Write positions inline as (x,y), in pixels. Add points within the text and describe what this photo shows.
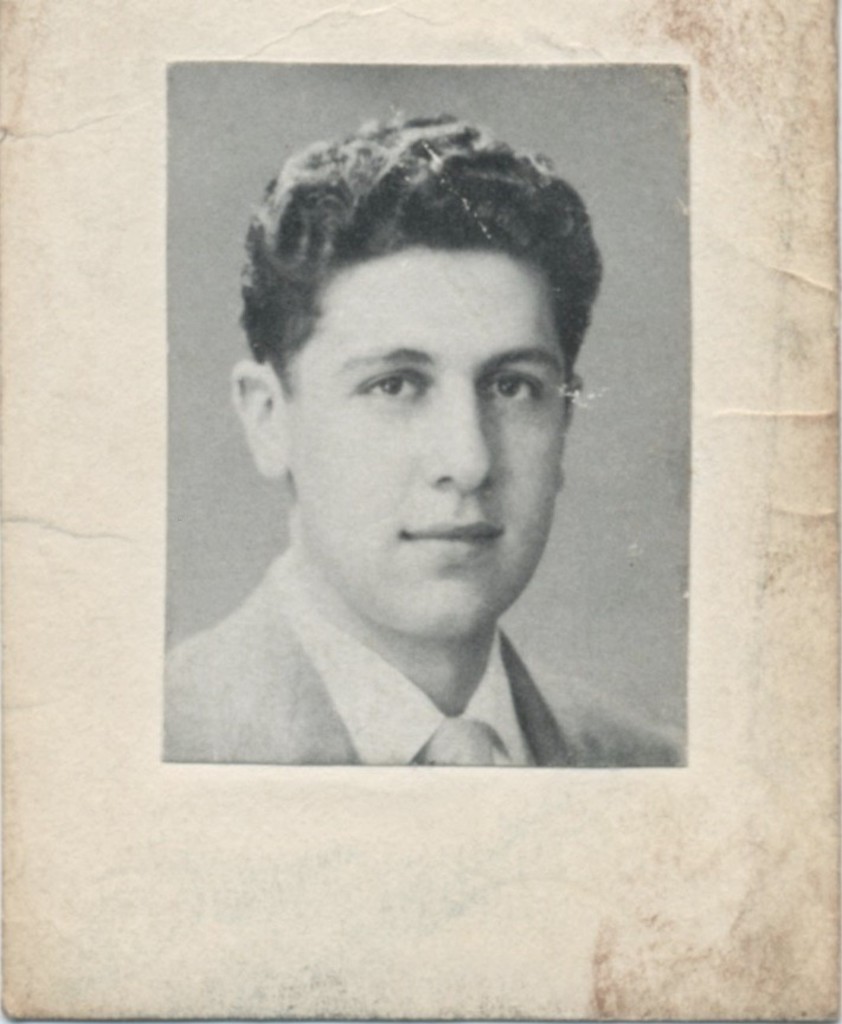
In this picture I can see photograph (383,521) of a man (465,450).
